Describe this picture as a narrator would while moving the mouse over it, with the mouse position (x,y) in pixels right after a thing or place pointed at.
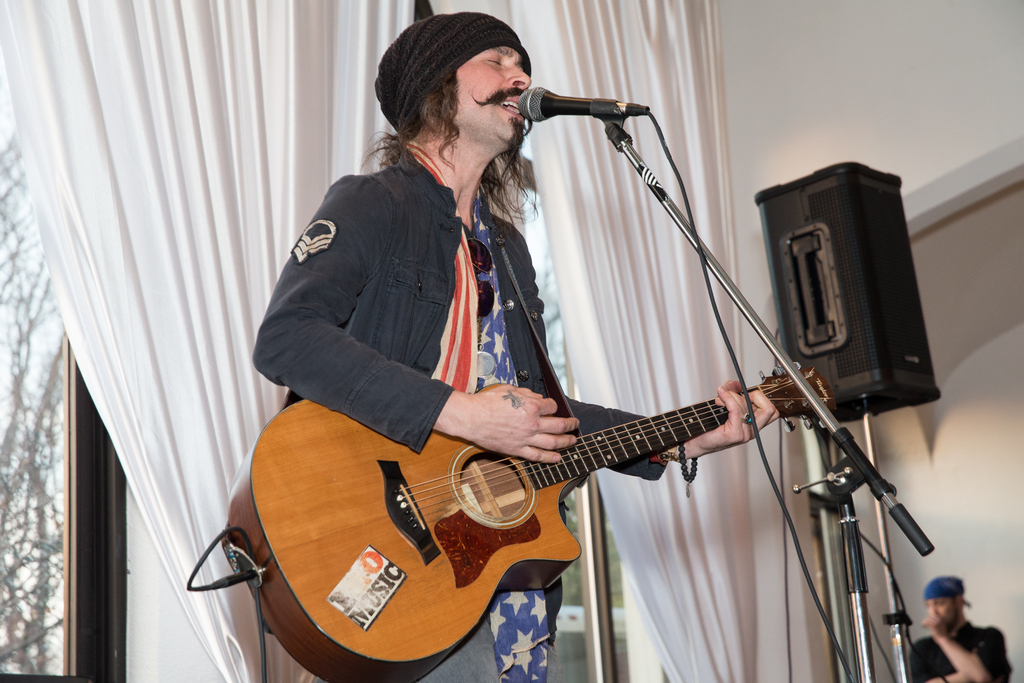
A man (325,206) is singing with a mic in front him while playing a guitar (569,471).
